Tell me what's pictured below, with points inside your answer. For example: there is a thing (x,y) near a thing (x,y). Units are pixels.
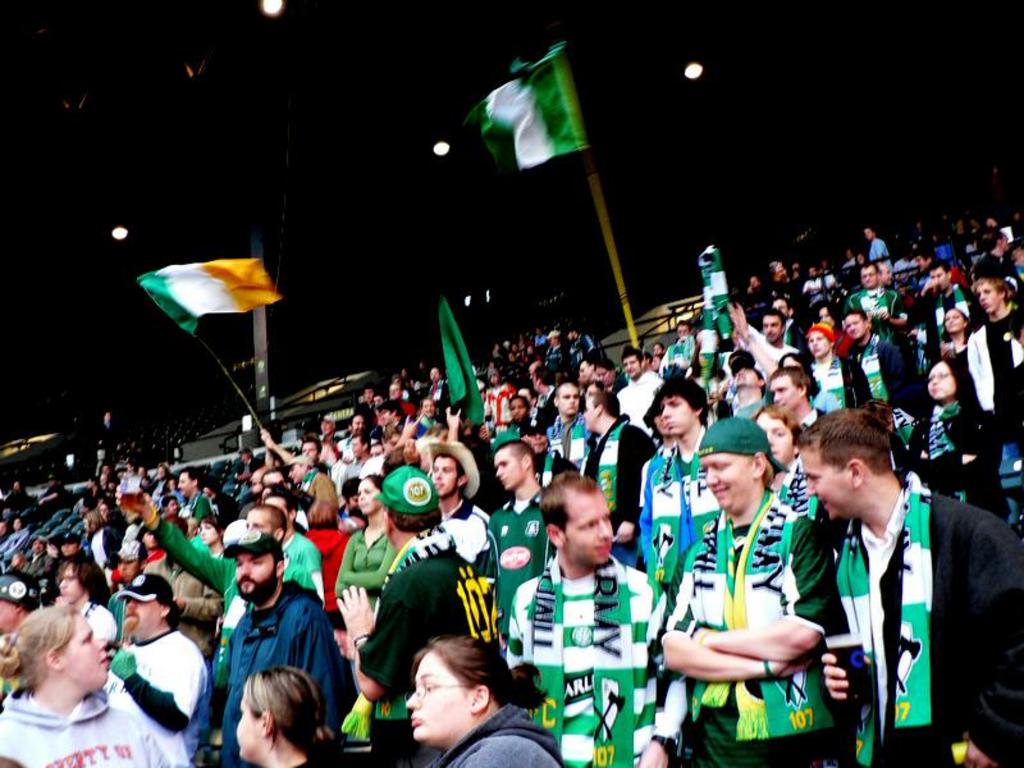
This image looks like it is clicked in a stadium (209,375). There are many people (457,479) standing. They are holding flags (460,362). At the top (316,67), there is a roof (309,68).
